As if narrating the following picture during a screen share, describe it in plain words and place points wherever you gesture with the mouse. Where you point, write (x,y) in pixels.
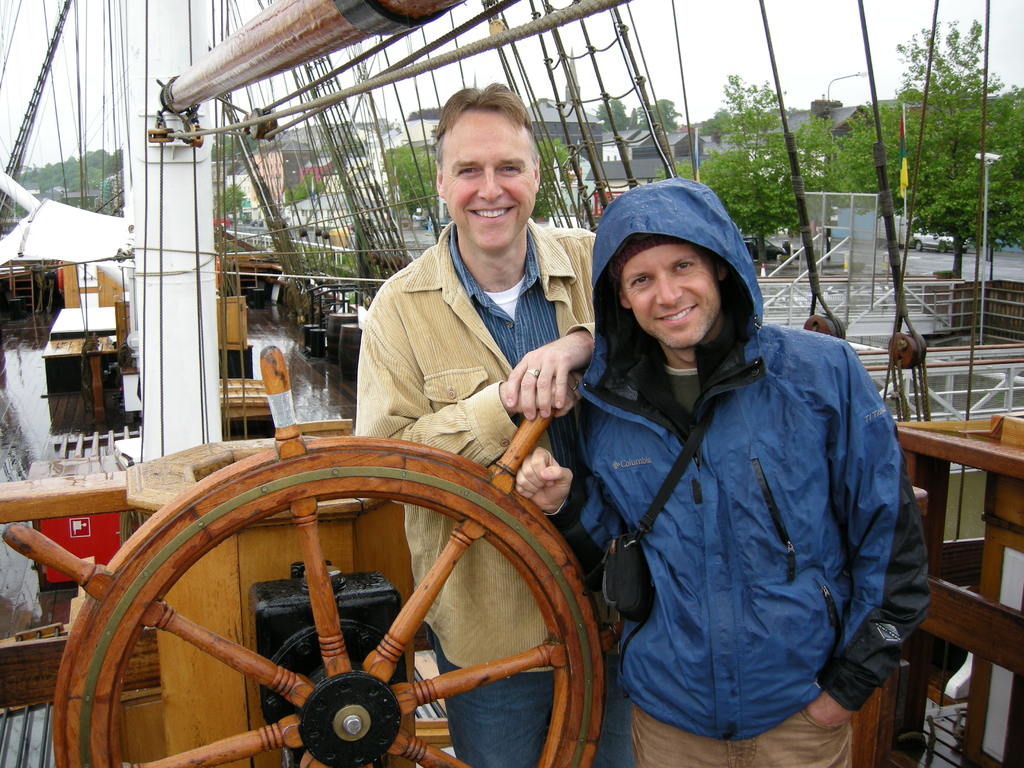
In this picture I can see two persons (583,443) are standing in the ship (248,478), side there are some objects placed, around I can see some buildings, trees (843,159).
